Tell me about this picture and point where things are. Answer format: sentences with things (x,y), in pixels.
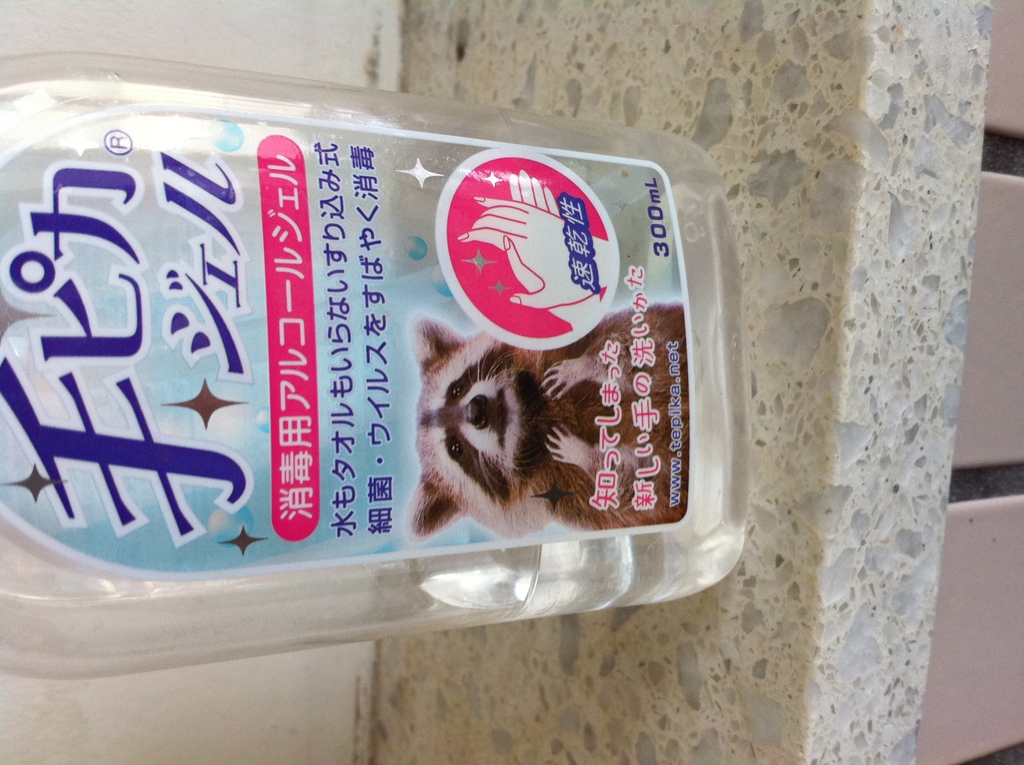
In this image there is a bottle (547,551) on the shelf (570,663).
